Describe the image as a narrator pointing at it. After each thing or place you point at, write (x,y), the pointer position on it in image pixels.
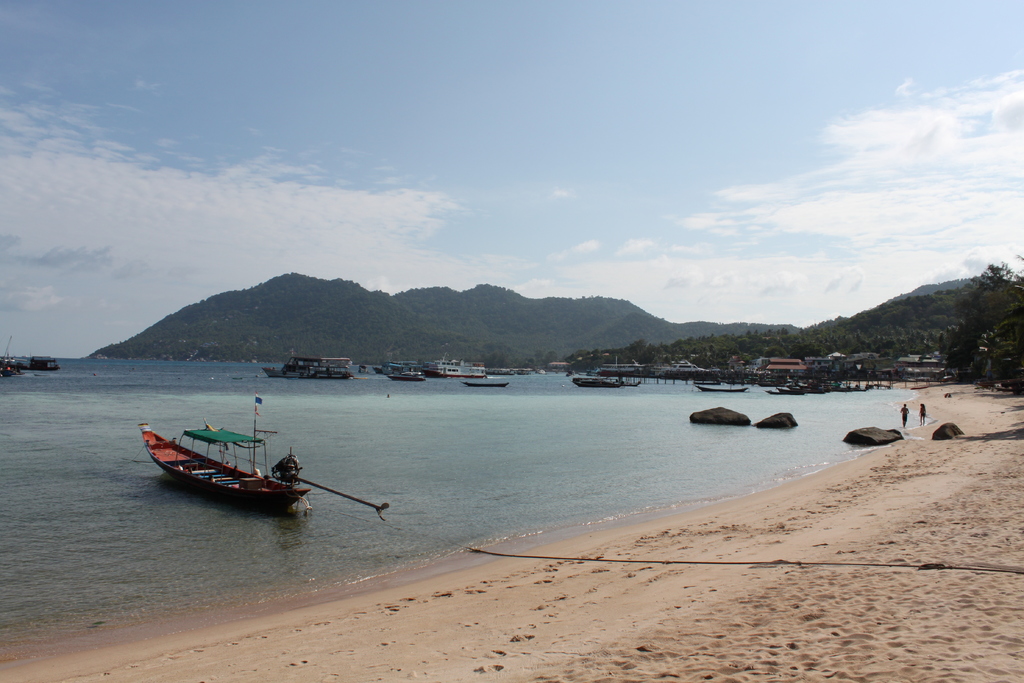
In this picture we can see the beach view (342,653). In the front (231,496) there is a small boat (261,492) in the sea water (403,505). Behind we can see some boats (346,367) in the water (683,386) and some mountains (495,294). In the front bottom side there is a sea sand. On the top (553,140) we can see the sky (488,172) the clouds (617,296).
